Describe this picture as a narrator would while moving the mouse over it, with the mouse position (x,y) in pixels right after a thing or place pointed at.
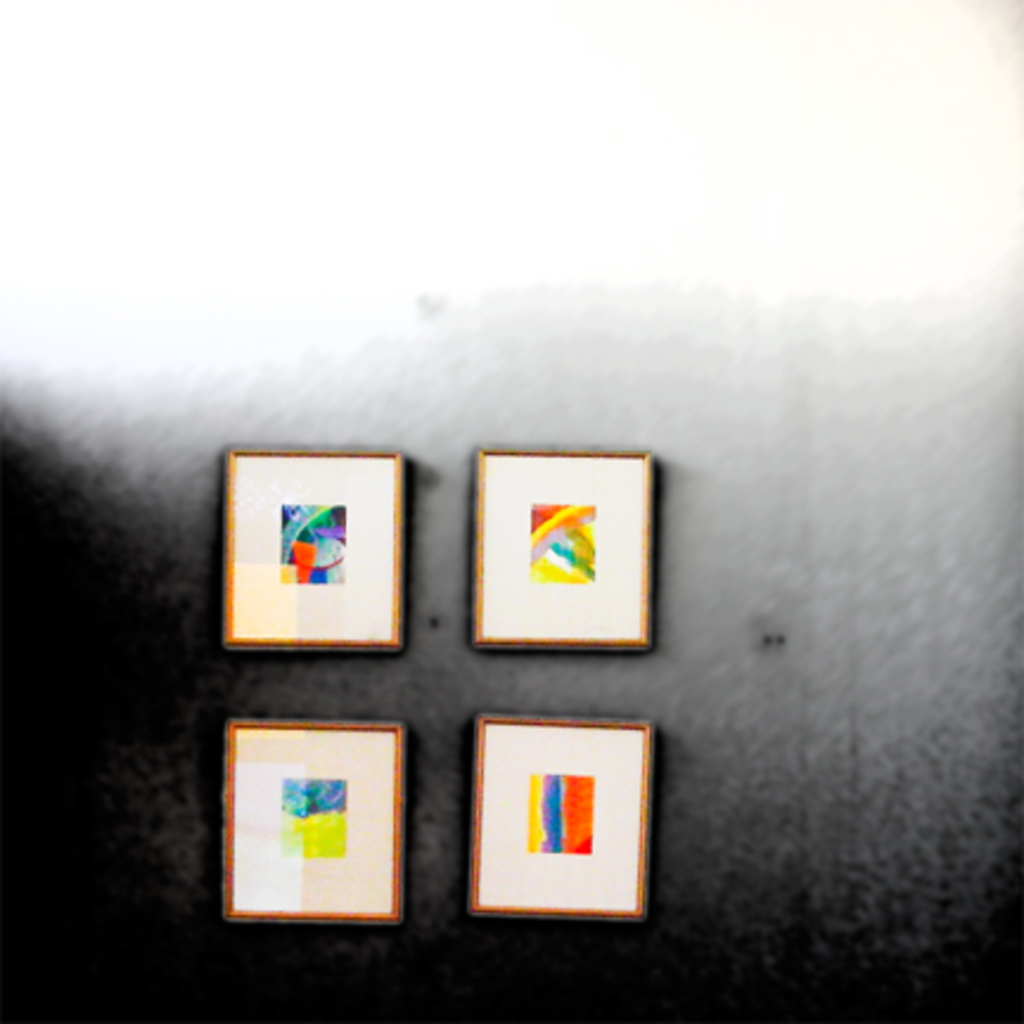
The image looks like an edited picture. In the middle of the picture (498,584) we can see frames (324,865) and grey surface (342,398).
